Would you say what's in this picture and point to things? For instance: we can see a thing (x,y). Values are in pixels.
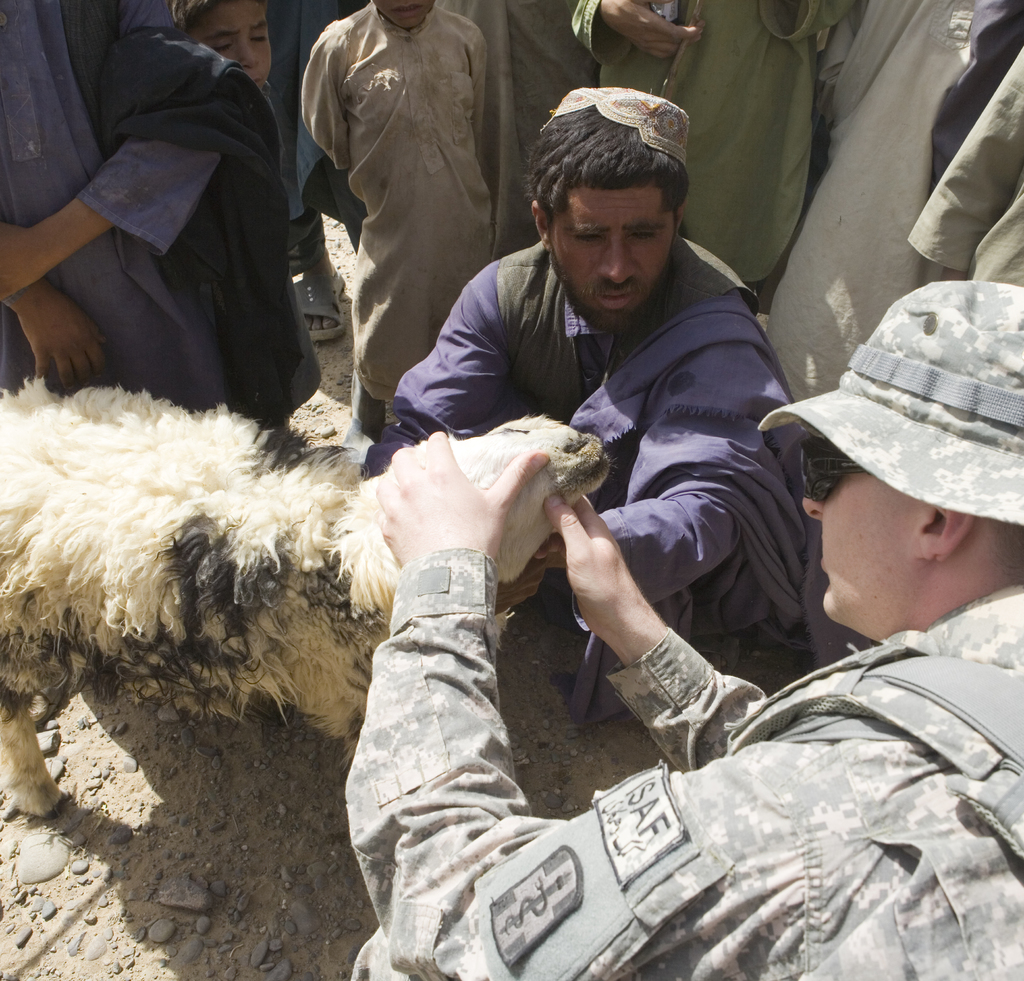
In the image there is a sheep (169,537). Around it many people (787,203) are there. A man (831,692) wearing a cap (950,410) and uniform (730,806) is holding the head (500,455) of the sheep (511,453). A man (609,410) wearing blue dress (684,409) is on crouch position.
